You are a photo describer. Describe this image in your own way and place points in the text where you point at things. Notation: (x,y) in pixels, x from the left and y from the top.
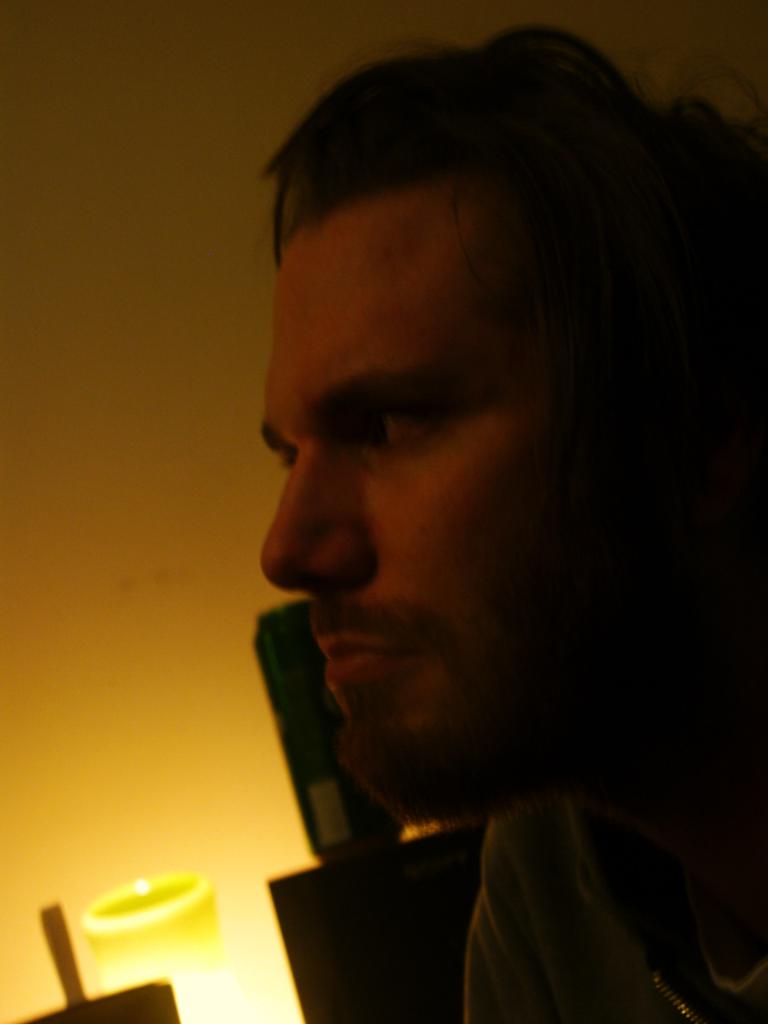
In this image we can see a person (512,832). In the background of the image (112,932) there is a wall (167,596) and other objects (284,723).
